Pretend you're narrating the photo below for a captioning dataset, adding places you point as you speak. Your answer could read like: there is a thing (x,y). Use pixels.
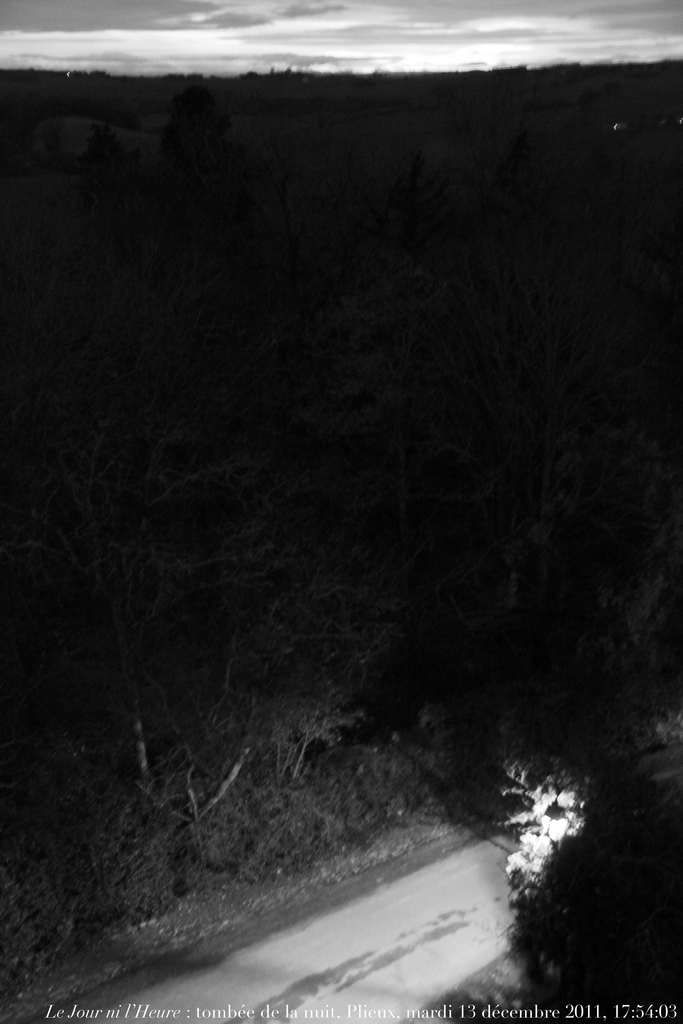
As we can see in the image there are trees (415,250) and street lamp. On the top (344,14) there is sky (368,37). The image is little dark.
